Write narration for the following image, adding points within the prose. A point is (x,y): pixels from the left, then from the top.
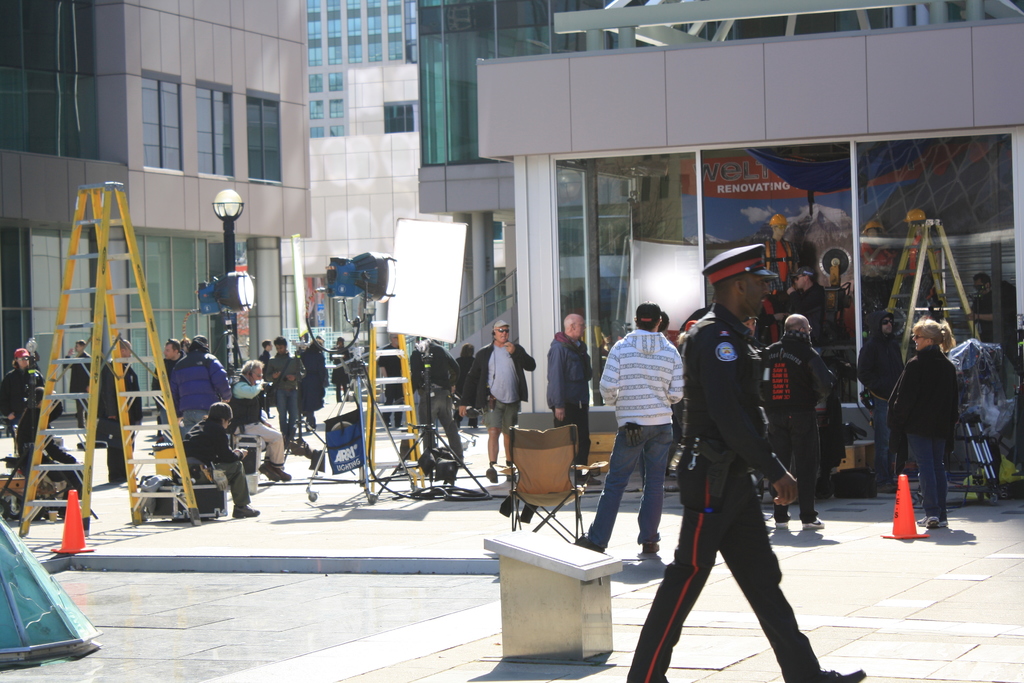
In this picture I can see so many people (294,386) are on the roads (298,463), around there are some buildings (349,222).
